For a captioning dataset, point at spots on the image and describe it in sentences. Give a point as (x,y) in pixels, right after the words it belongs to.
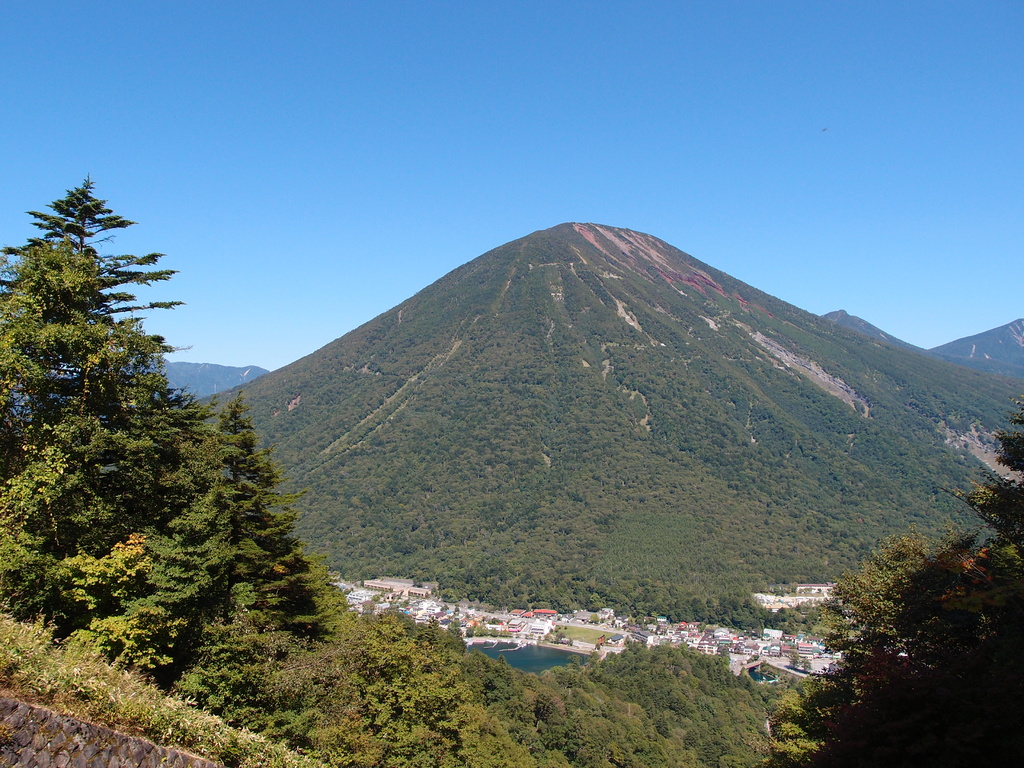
In this image we can see some trees (369,660) and plants (888,634) and we can see some buildings (774,632) and the water body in the middle of the image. We can see the mountains (523,372) in the background (642,317) and the sky (662,236) at the top (830,195).
